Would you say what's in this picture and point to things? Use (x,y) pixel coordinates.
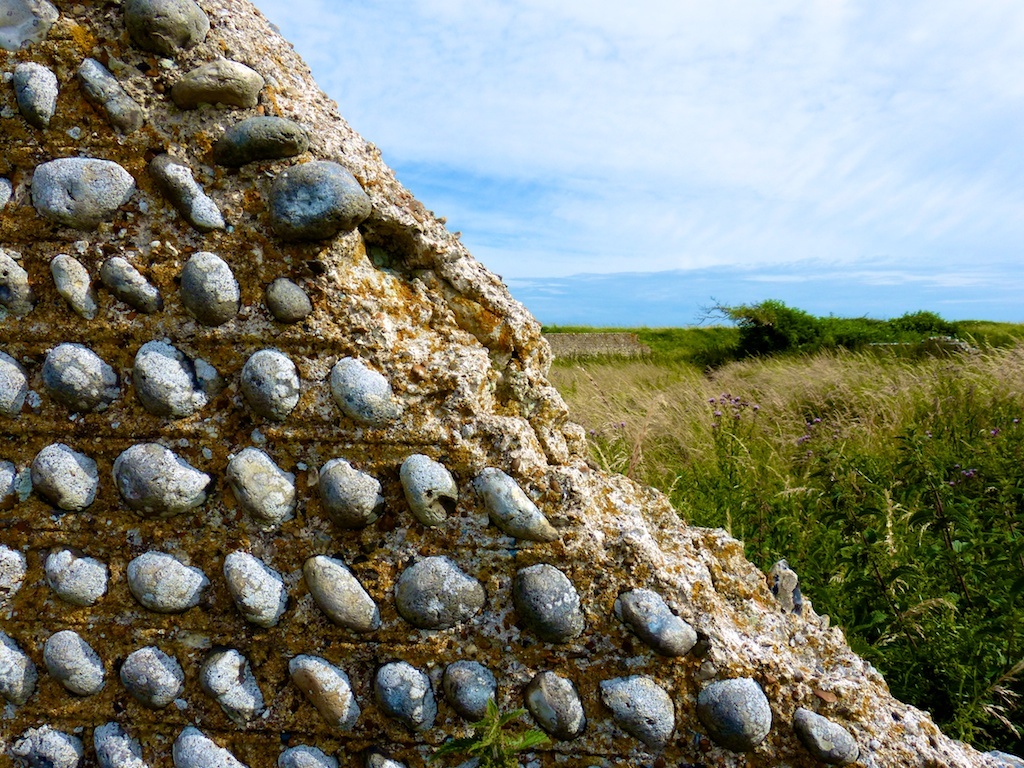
In this image we can see some stones (429,492) to a wall (423,505). On the backside (798,495) we can see some plants (792,507), grass (735,385), tree (803,327) and the sky (732,258) which looks cloudy.
